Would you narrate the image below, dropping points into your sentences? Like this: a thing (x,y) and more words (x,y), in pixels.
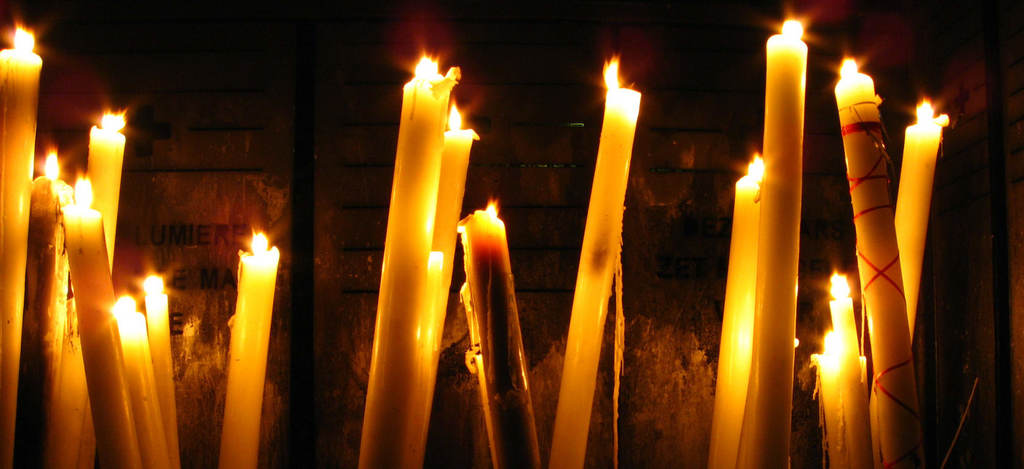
In this image we can see some candles (610,247) with flame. On the backside (322,272) we can see a wall (356,265) with some text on it.
